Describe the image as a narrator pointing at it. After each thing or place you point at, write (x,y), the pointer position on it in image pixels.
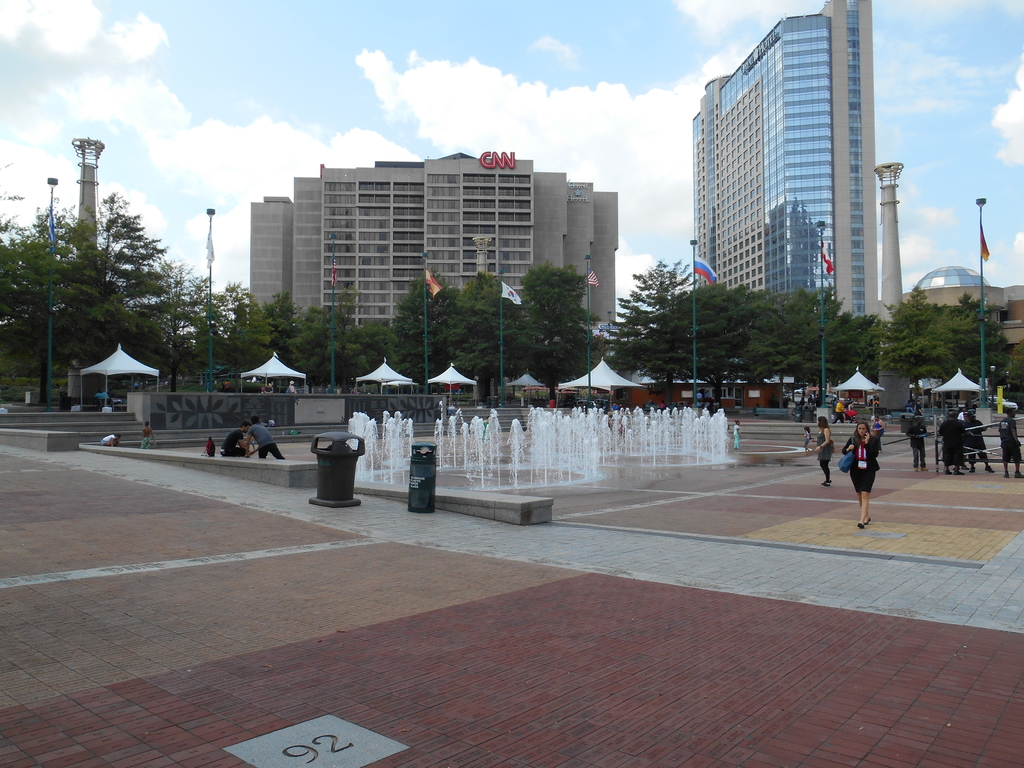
In this picture there are people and we can see dust bins (345,503) on the path (43,558), water fountain (688,448), flag poles (982,320), tents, trees (495,318) and buildings (1001,323). In the background of the image (604,47) we can see the sky (628,85).
